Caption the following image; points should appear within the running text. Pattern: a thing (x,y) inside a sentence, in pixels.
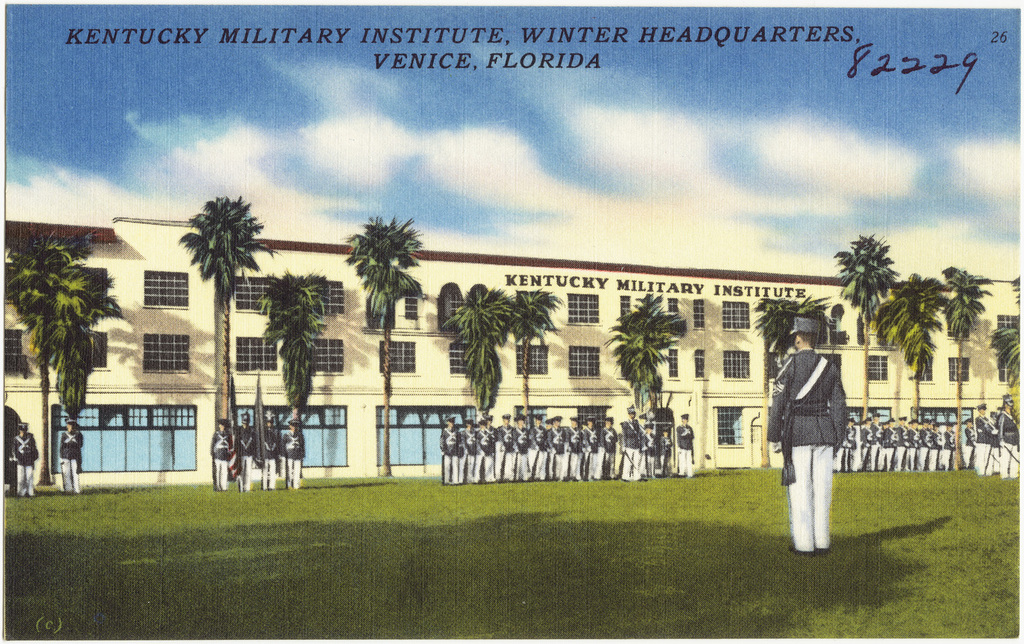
In this image there is a photograph (174,573). In this photograph (145,450) there is a building (339,366) and we can see trees (388,310). At the bottom (333,551) there is grass (397,582) and we can see people (817,434) standing. They are all wearing uniforms (879,454). In the background (663,244) there is sky (424,165). At the top (74,36) we can see text (903,60).
